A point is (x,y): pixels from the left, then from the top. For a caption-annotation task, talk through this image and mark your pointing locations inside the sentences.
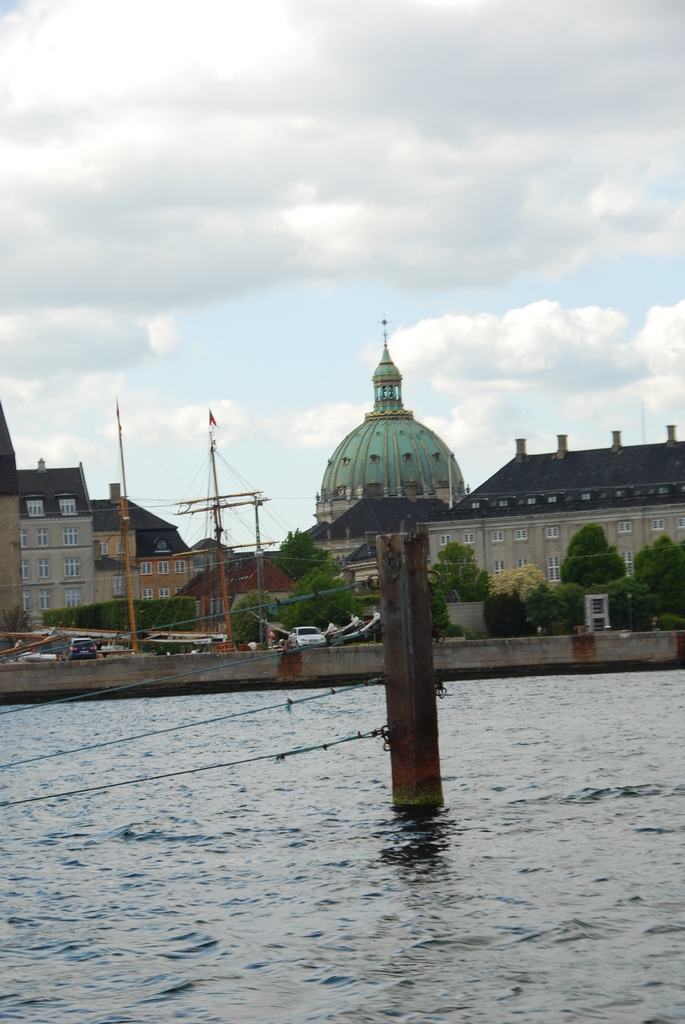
In this picture, there is a river (453,749) at the bottom (369,874). In the river (414,813), there is a pole (386,608) with ropes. In the center (448,539), there are castles (504,534), buildings (560,534), trees (324,598), vehicles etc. On the top (338,164), there is a sky (379,112) with clouds (418,69).
